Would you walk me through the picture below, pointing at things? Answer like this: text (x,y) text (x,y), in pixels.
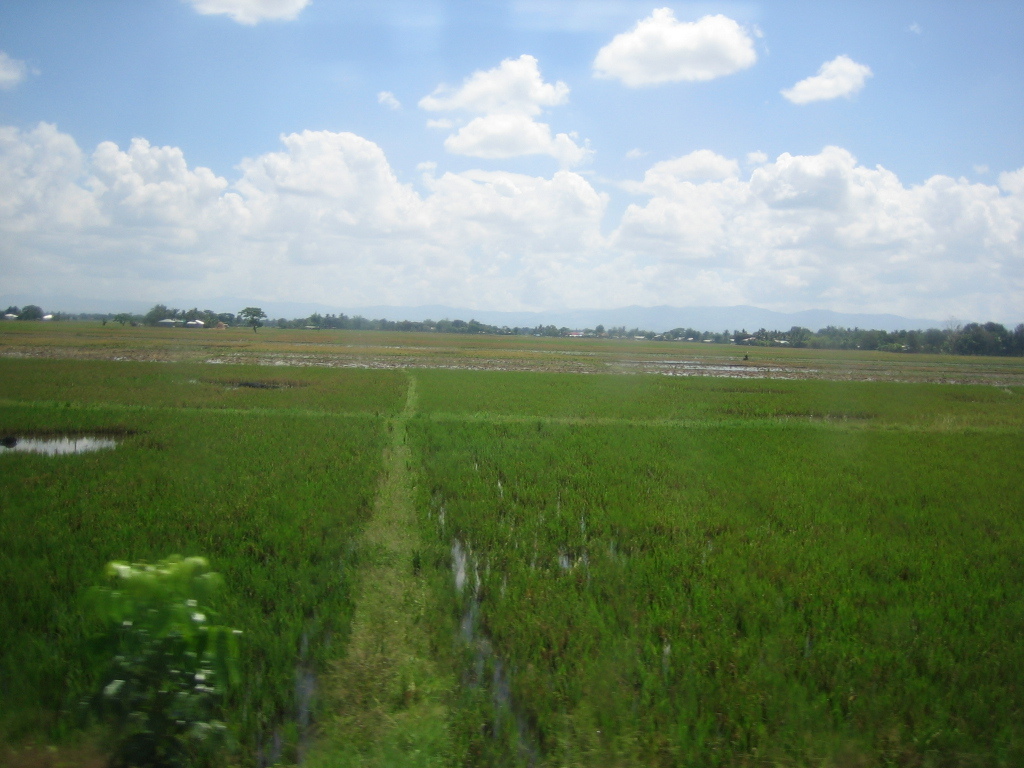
Here we can see plant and grass (766,425). Background (31,274) we can see trees (568,334) and sky (560,168) is cloudy.
